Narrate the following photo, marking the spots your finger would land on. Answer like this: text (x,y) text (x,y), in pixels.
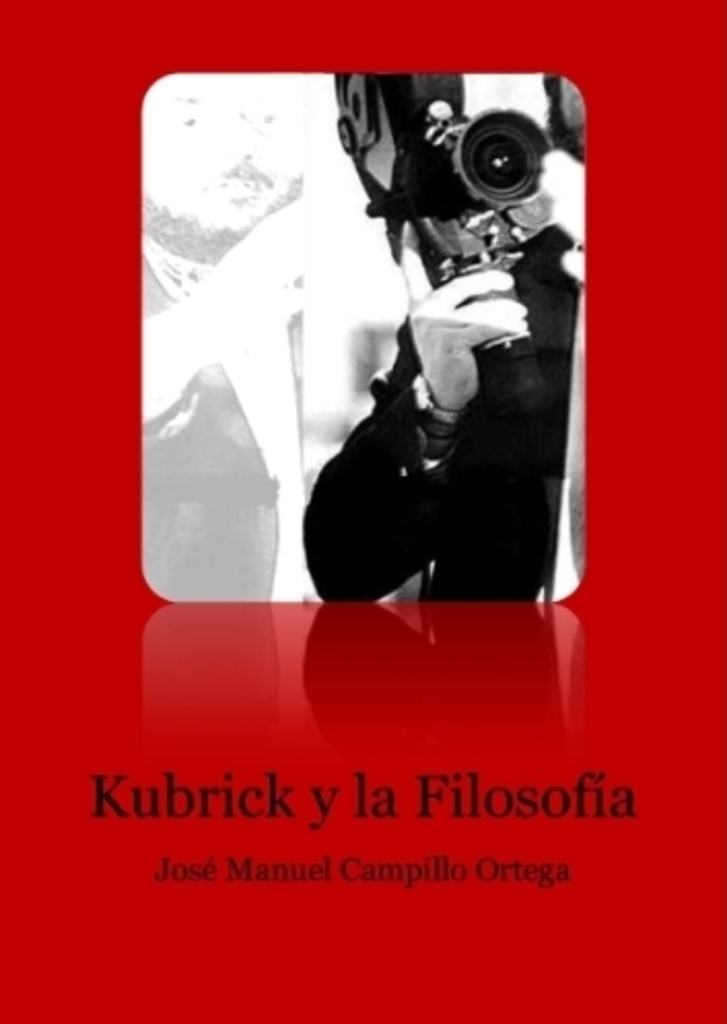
In this picture I can see a poster (434,319), there are two persons (424,316), there is a person (431,306) holding a camera (401,214), there is text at the bottom of the image (143,792).
